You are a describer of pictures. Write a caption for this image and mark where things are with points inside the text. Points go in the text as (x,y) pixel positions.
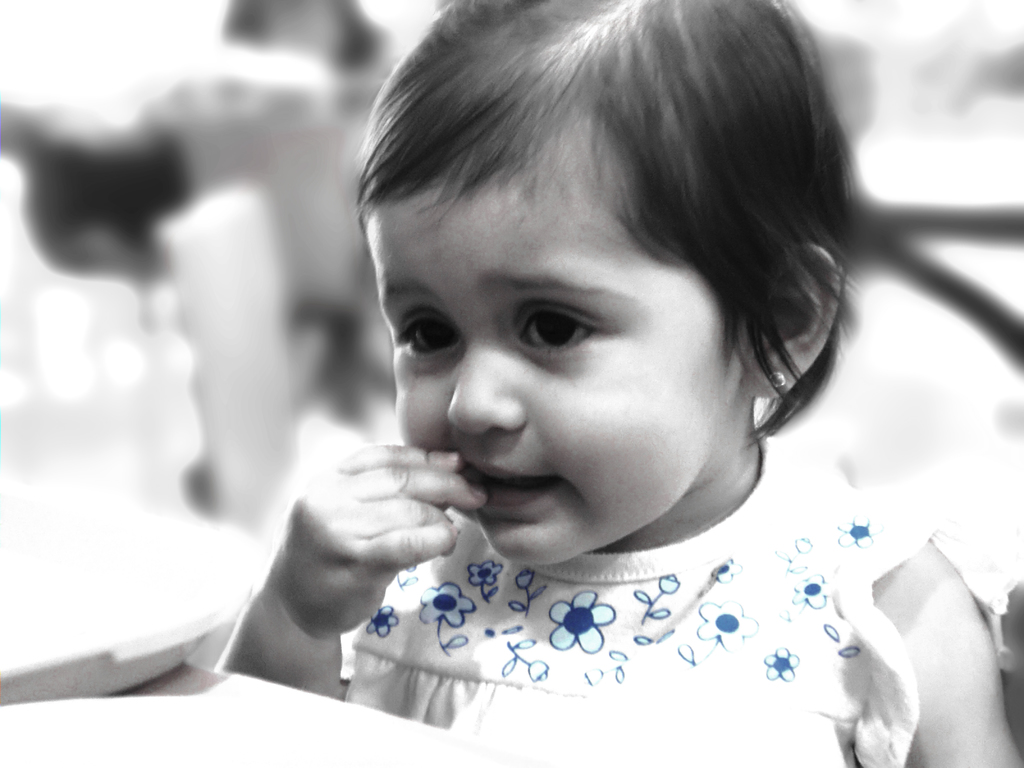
In the image there is a girl (619,536) holding something in the hand (453,481). And she is keeping the hand (441,485) in the mouth (479,477). Behind her there is a blur background (997,428).
